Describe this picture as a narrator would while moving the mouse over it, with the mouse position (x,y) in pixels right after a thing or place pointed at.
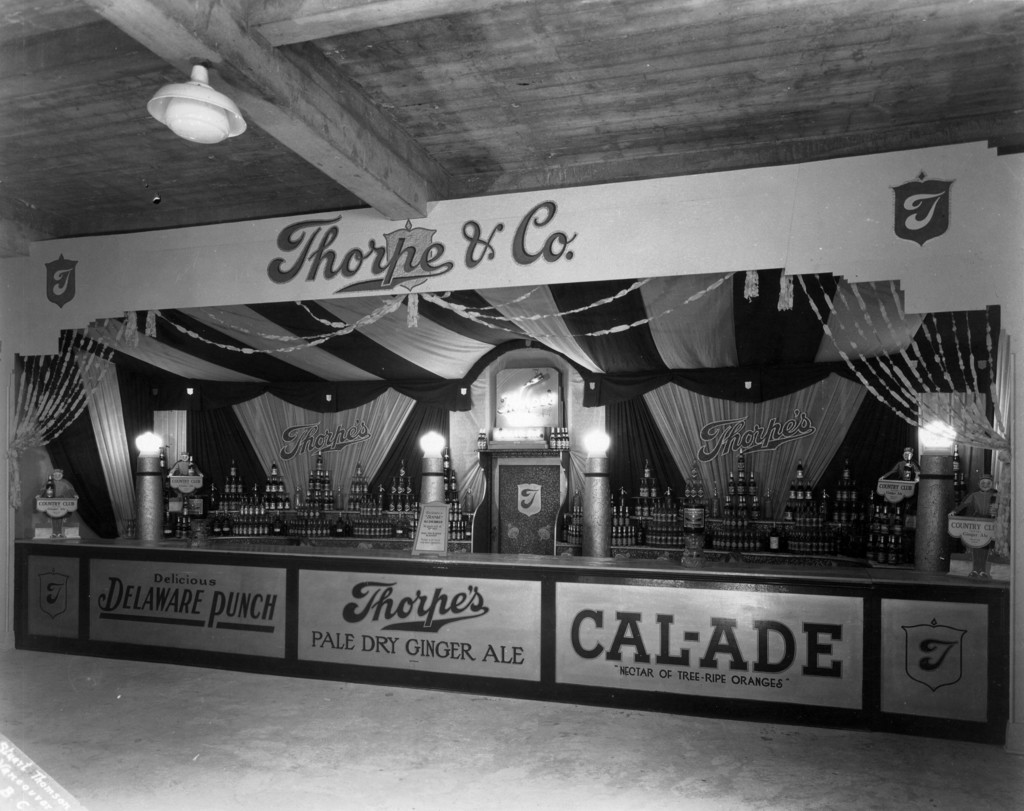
In this picture I can see the bottles (640,522) on the desk (479,578). I can see boards (442,530). I can see light arrangement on the roof (432,95).
